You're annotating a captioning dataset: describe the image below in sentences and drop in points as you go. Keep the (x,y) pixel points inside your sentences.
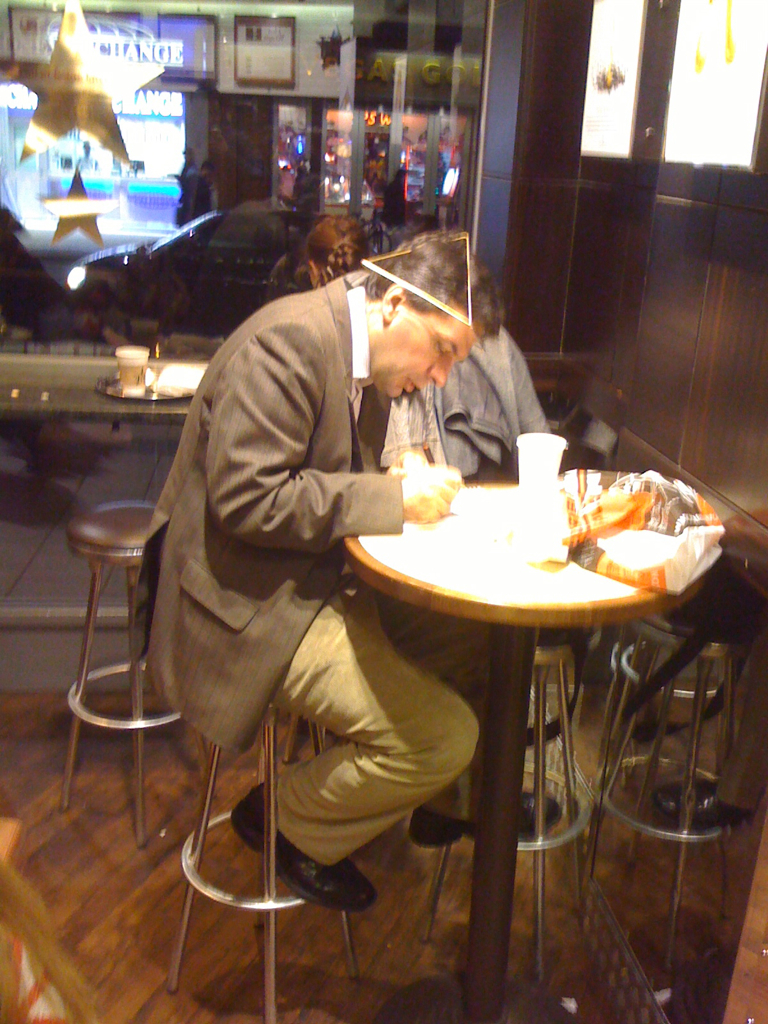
In the center of the image (324,386) we can see a man (209,437) sitting on a chair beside a table (500,701) containing a glass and a cover (632,573) on it. We can also see some chairs (548,651) and clothes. On the backside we can see a table (177,414) containing a glass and a plate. We can also see some stars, a building (281,182) and a car (253,304) on the road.
